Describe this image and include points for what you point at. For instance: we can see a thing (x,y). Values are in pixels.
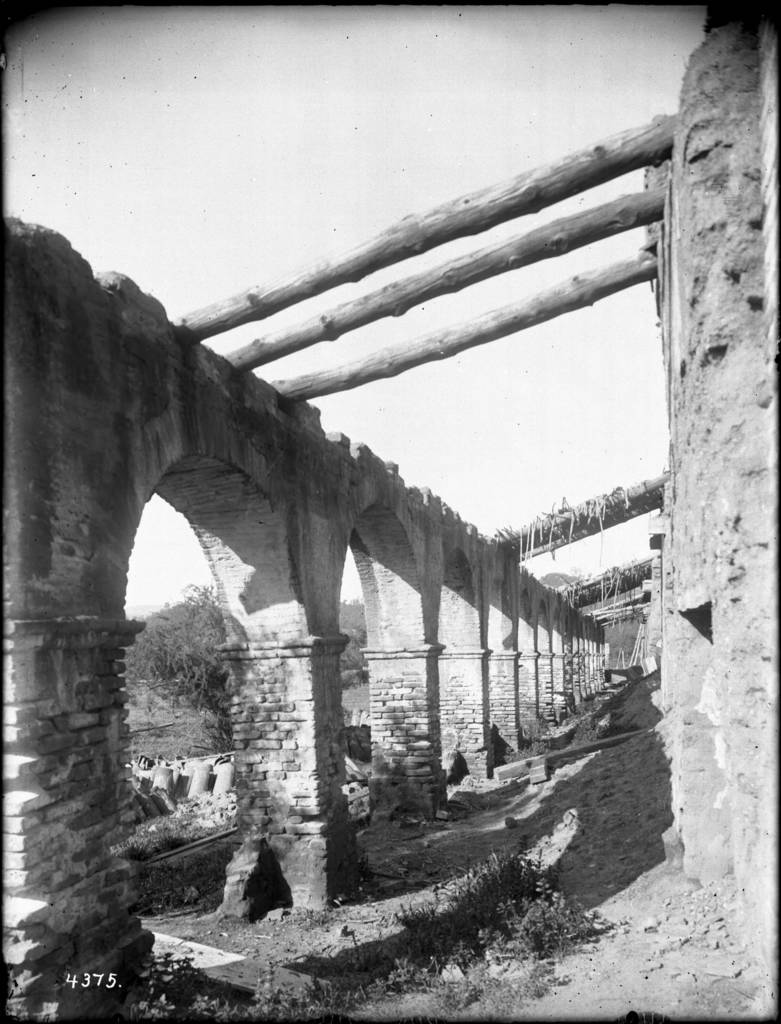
Black and white picture. Here we can see pillars (498,735), wall (746,692), plants (481,929) and tree (174,665).
